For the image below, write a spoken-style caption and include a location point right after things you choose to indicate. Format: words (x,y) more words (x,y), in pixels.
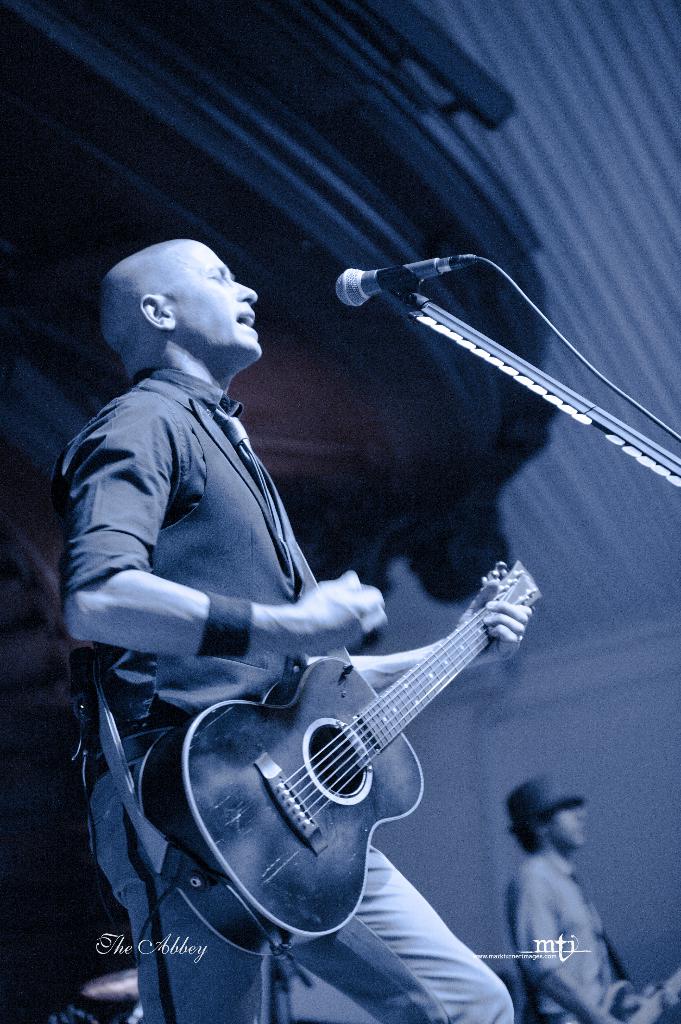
In this picture a man (179,389) is singing and playing guitar (285,809) in front of microphone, in the background (543,833) we can see another man (552,962) also playing guitar (625,996).
